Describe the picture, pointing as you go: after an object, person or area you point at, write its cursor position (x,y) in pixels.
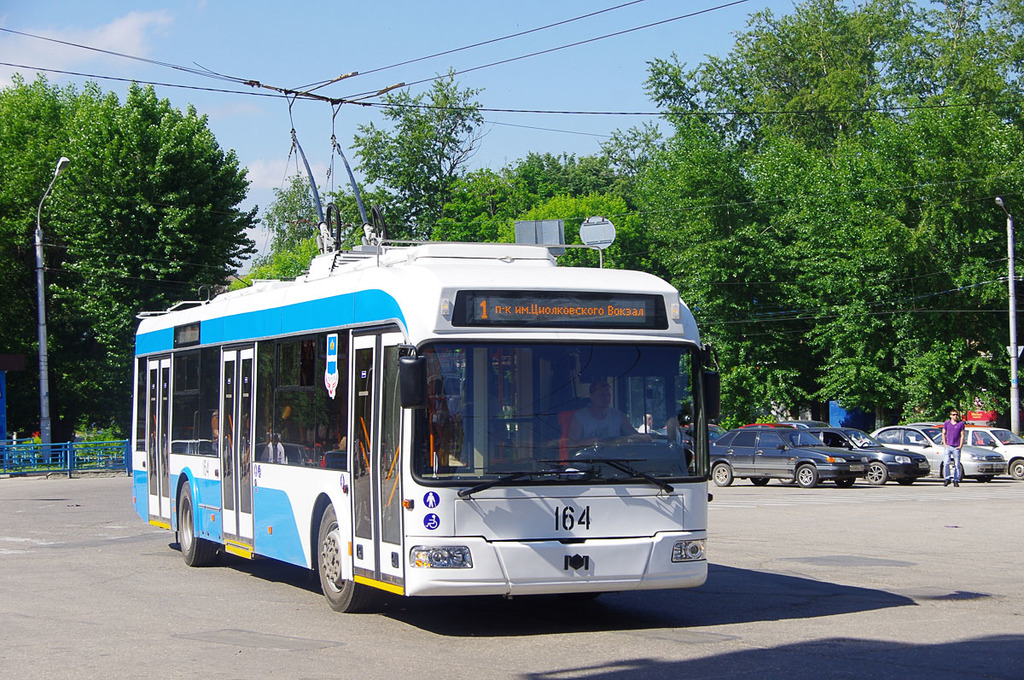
In this picture we can see a bus (664,437), cars (972,450) and a person (958,460) walking on the road (805,522), poles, fence (61,450), trees (134,194) and in the background (377,102) we can see the sky (358,76) with clouds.
